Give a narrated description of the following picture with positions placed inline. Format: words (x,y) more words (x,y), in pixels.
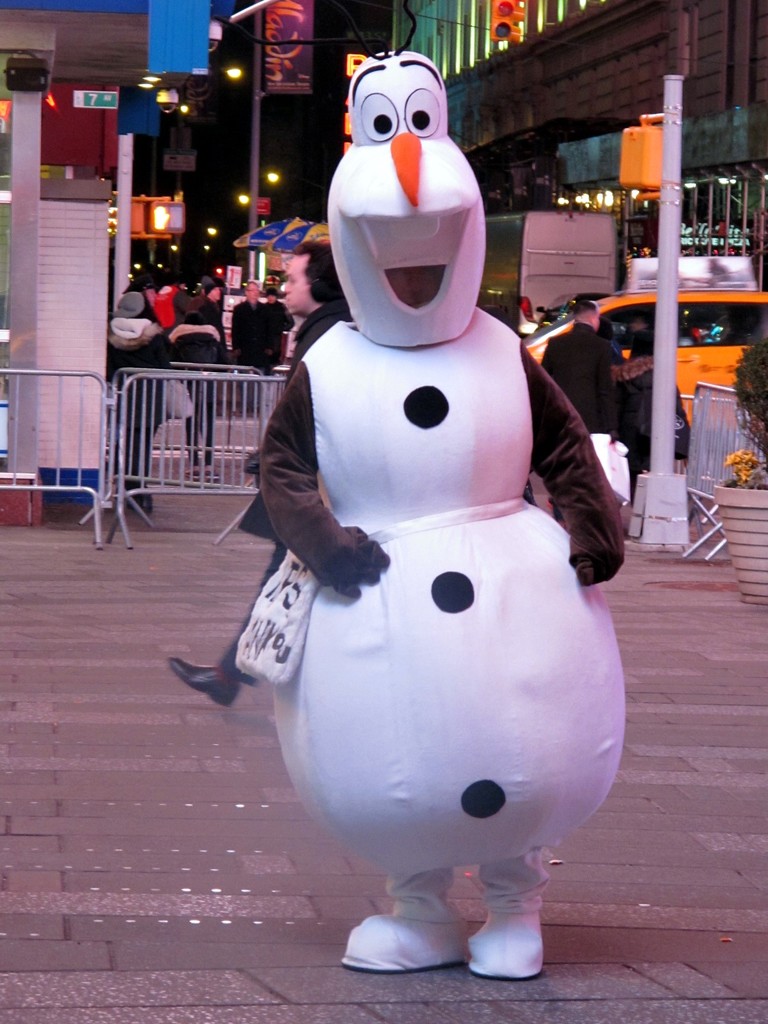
In this image in the foreground (399,495) there is one person (353,424) who is wearing a costume (353,424), and in the background (712,322) there is a railing (710,385) and group of persons (235,335), vehicles (689,294), poles (671,225), lights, buildings (6,142) and some other objects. At the bottom (629,864) there is walkway (622,600), on the right side (732,505) there is flower pot (740,499) and plant (746,402).
